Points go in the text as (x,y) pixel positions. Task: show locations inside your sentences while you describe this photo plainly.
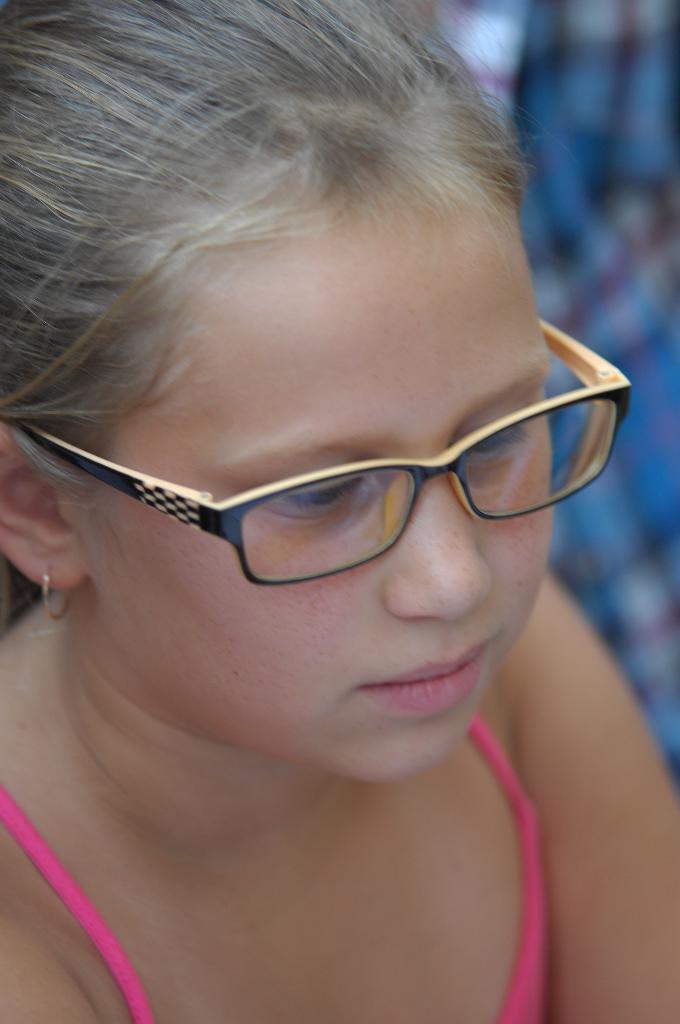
In this picture we can see small girl (343,945), wearing specs (349,553) and sitting in the front (314,552). Behind there is a blur background (606,110).
